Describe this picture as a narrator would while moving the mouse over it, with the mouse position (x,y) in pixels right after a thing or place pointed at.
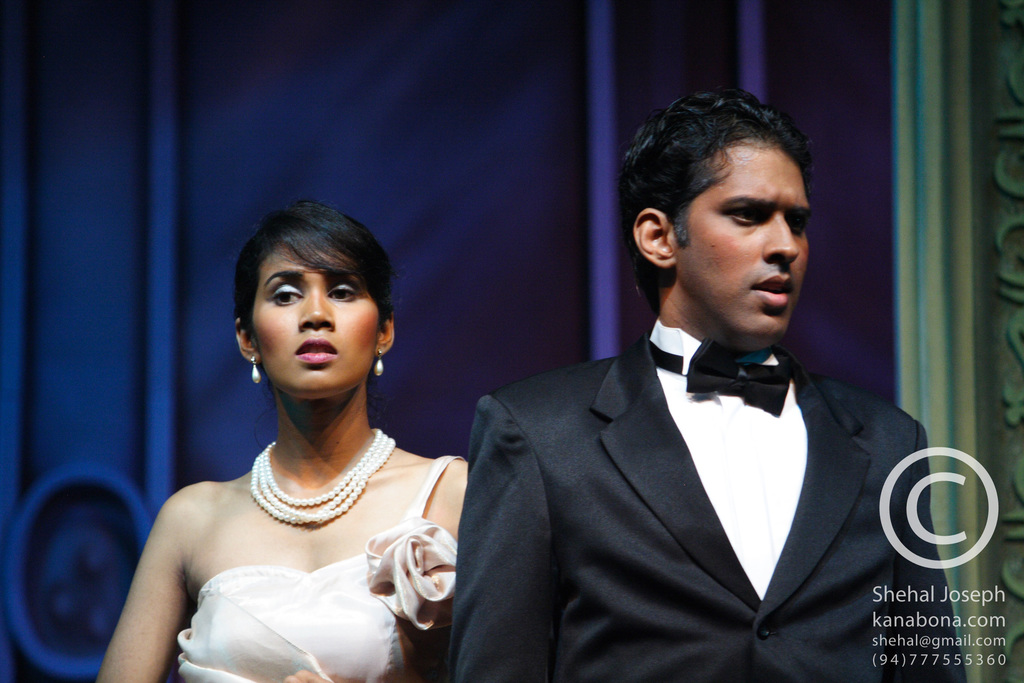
In this picture there is a boy (601,561) and a girl (367,658) in the center of the image (675,366).
